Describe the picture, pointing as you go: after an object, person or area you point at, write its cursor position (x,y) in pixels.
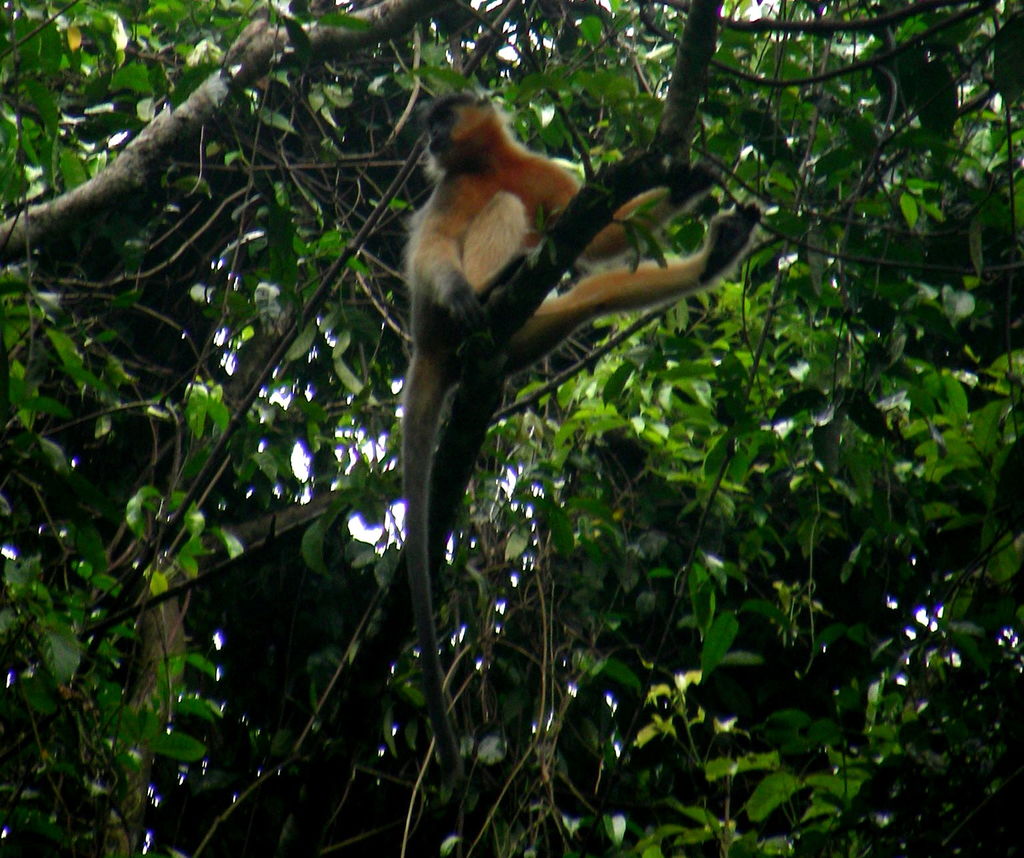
In this image we can see a monkey (451,297) on a branch (451,407) of a tree (473,333). In the background (138,373) we can see branches (153,466) with leaves (632,686).
